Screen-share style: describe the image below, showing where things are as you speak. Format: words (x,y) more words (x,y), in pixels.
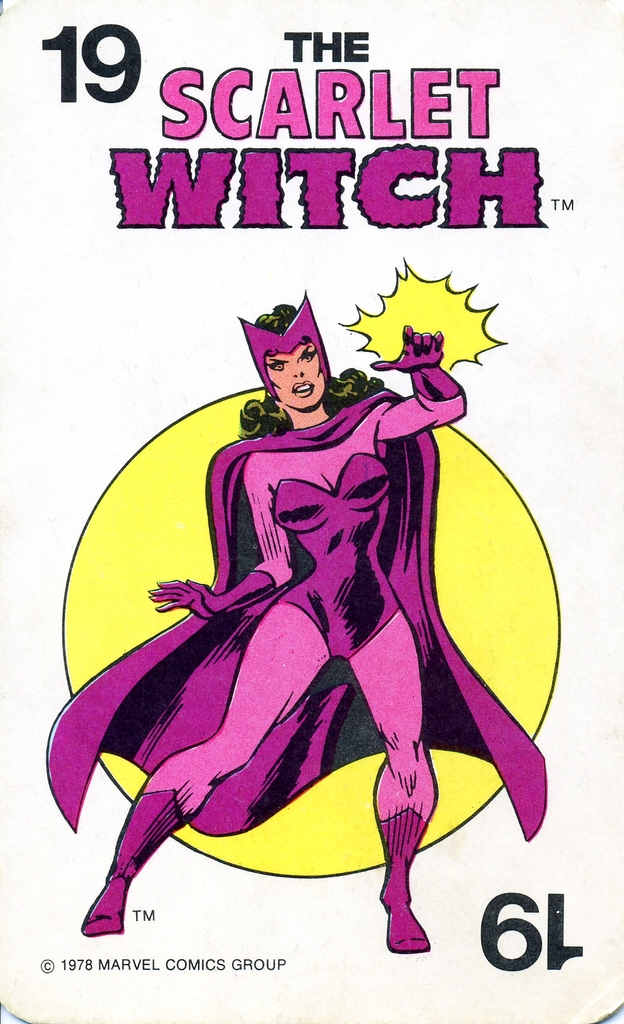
In this image we can see an advertisement (302,841). In the advertisement (322,881) we can see the picture of a woman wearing costume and at the top (319,212) and bottom there is text (493,947).
